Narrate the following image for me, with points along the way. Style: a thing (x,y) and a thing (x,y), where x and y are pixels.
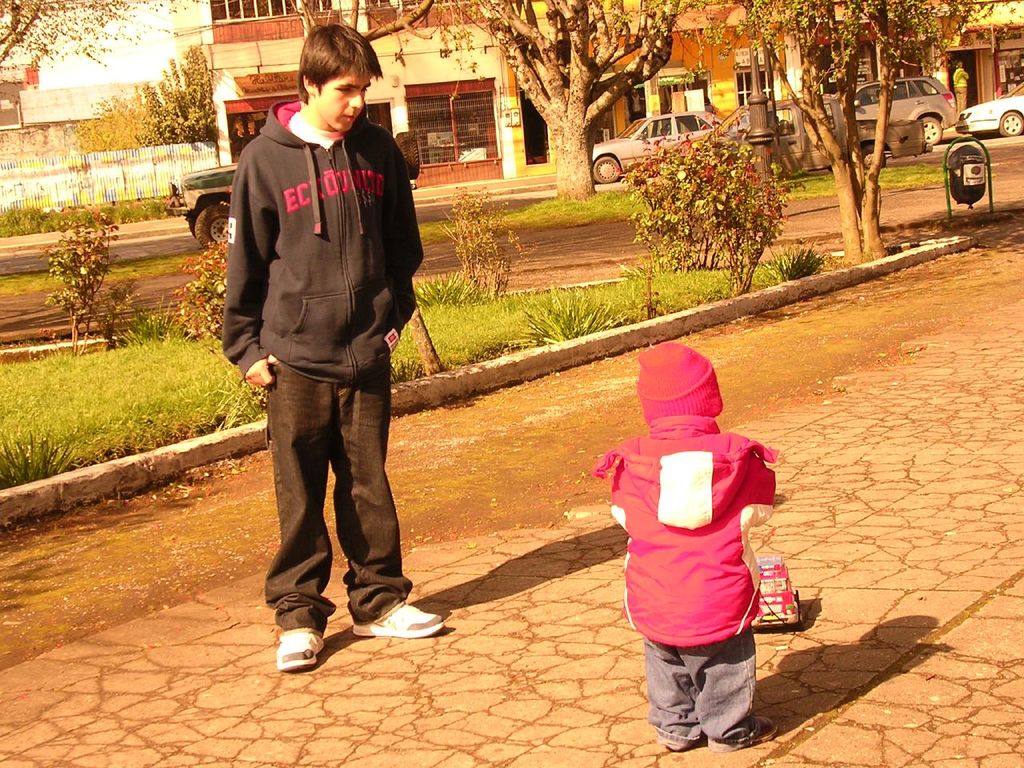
In this picture we can see a man (293,545), child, toy vehicle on the ground (427,667) and in the background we can see plants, vehicles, dustbin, trees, buildings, person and some objects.
